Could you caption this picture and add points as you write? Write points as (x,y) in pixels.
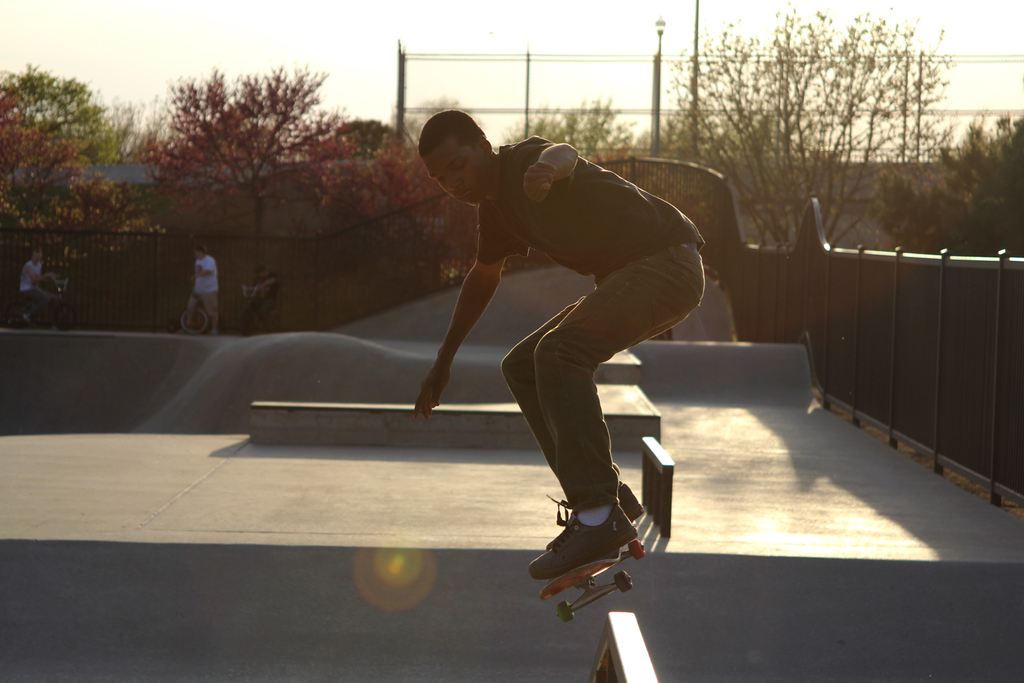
In this image there is a man (585,454) skating, on a skating board (605,567) in a skating park (600,374), in the background (932,174) there are trees (229,179) and the sky (337,60), on the right side (1006,385) there is a wall (922,282).
